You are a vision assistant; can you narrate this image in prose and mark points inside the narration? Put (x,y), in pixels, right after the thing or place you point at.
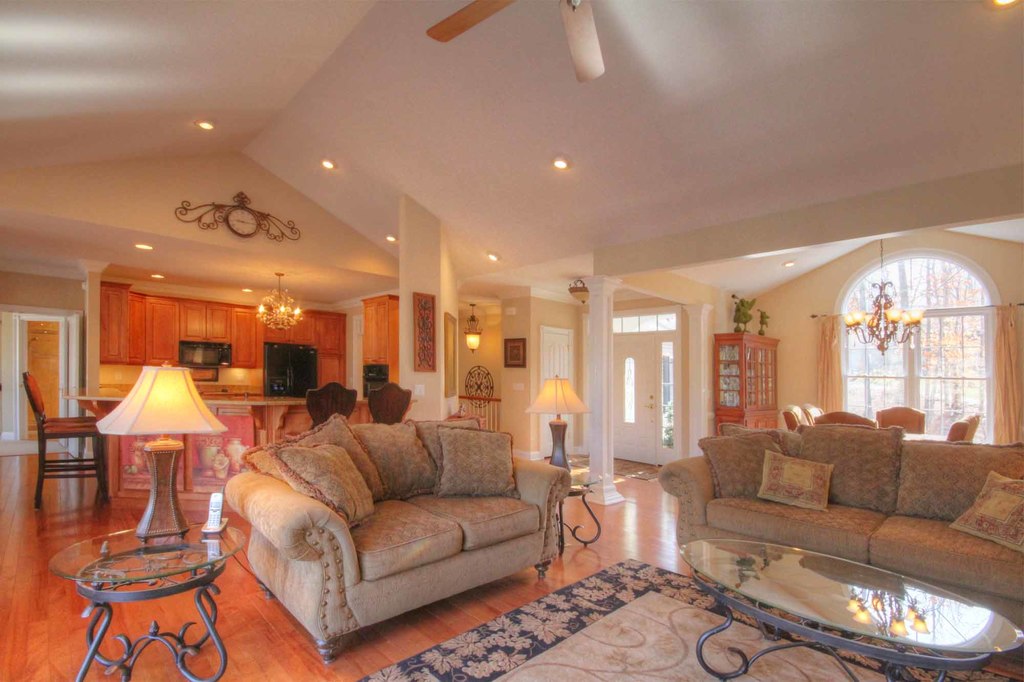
This picture shows an inner view of a house (19,135) we see a sofa (773,542) and a lamp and a ceiling fan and a table (950,648).
